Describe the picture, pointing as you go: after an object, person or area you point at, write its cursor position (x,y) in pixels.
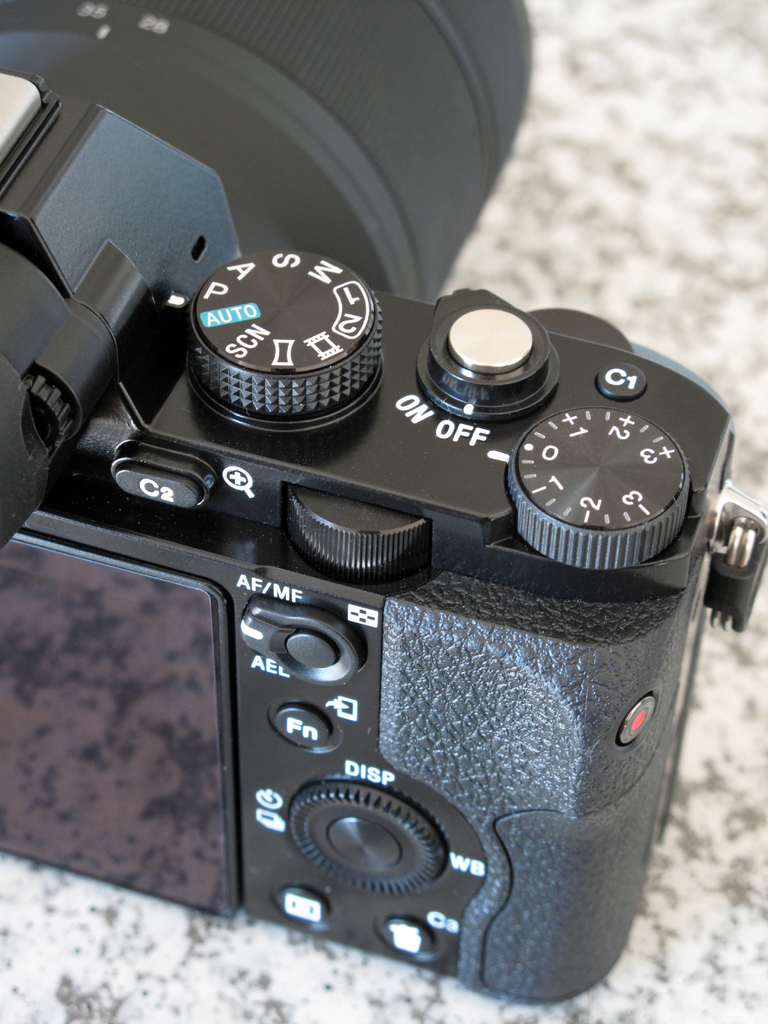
In the center of this picture (408,369) we can see a camera (214,40) is placed on an object (726,706) and we can see the text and the numbers (624,502) on the camera (332,475).
